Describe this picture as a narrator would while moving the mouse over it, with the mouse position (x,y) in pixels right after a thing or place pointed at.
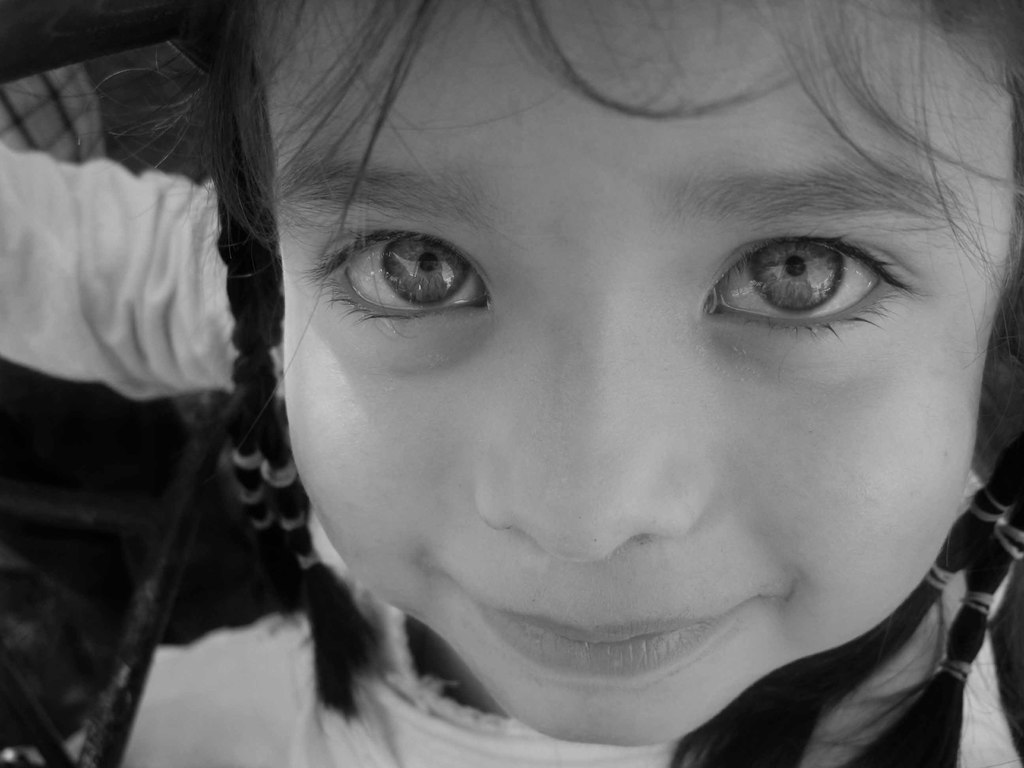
In the center of the image (674,434), we can see a girl (472,400).
